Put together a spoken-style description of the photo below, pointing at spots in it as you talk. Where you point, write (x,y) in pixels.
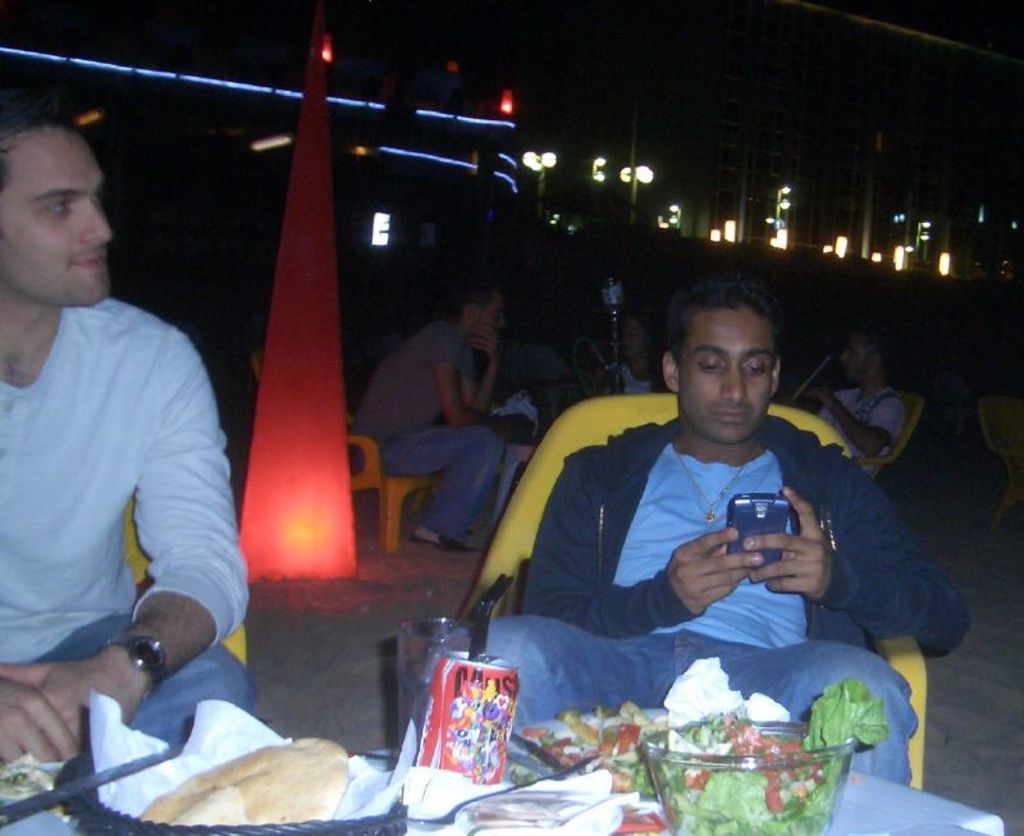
In this image, we can see people (712,466) are sitting on the chairs (147,571). We can see a person (806,532) holding a mobile (750,508). At the bottom of the image (196,811), we can see food items (581,759) and few things (502,820) are on the white surface (906,812). In the background (572,301), we can see dark view (409,265), lights (498,172) and poles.
